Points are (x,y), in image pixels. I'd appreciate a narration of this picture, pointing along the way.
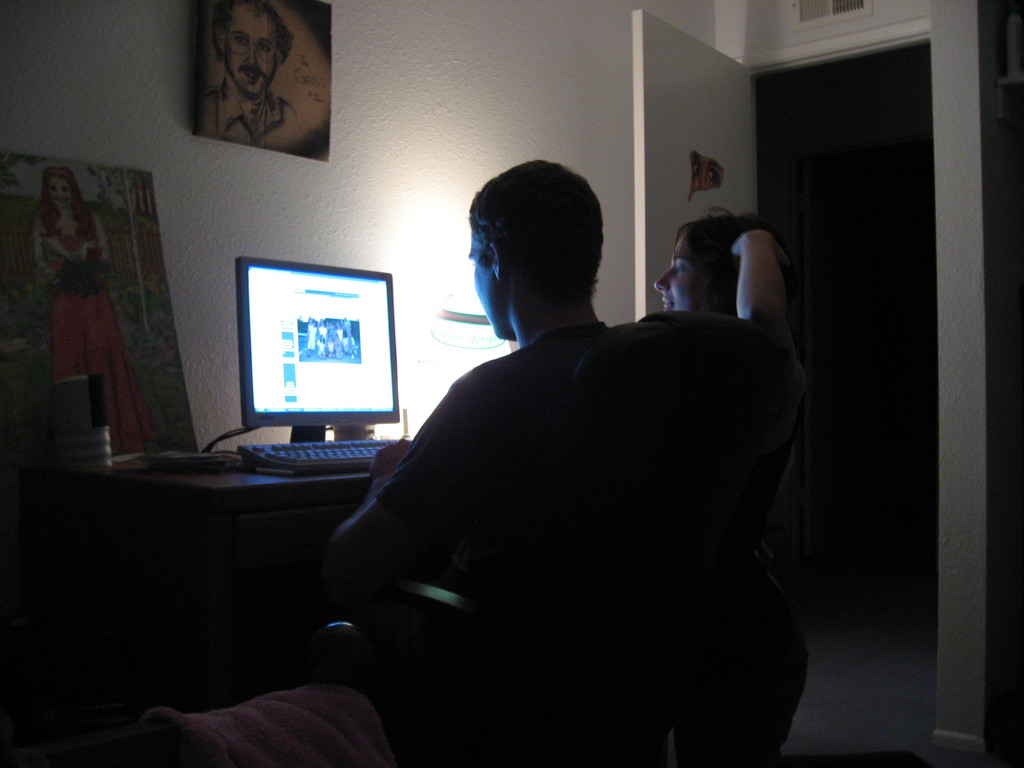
In this picture there is a man (500,438) who is sitting on the chair (497,530). There is a woman (720,243) who is sitting on the chair (675,418). Both are looking into the screen (329,369). There is an image (287,90) of a man (258,108) on the wall (354,204). To the left side (75,237), there is an image (62,287) of a woman (96,361). There is a door (651,171) which is white in color. There is towel (294,738) which is pink in color.
